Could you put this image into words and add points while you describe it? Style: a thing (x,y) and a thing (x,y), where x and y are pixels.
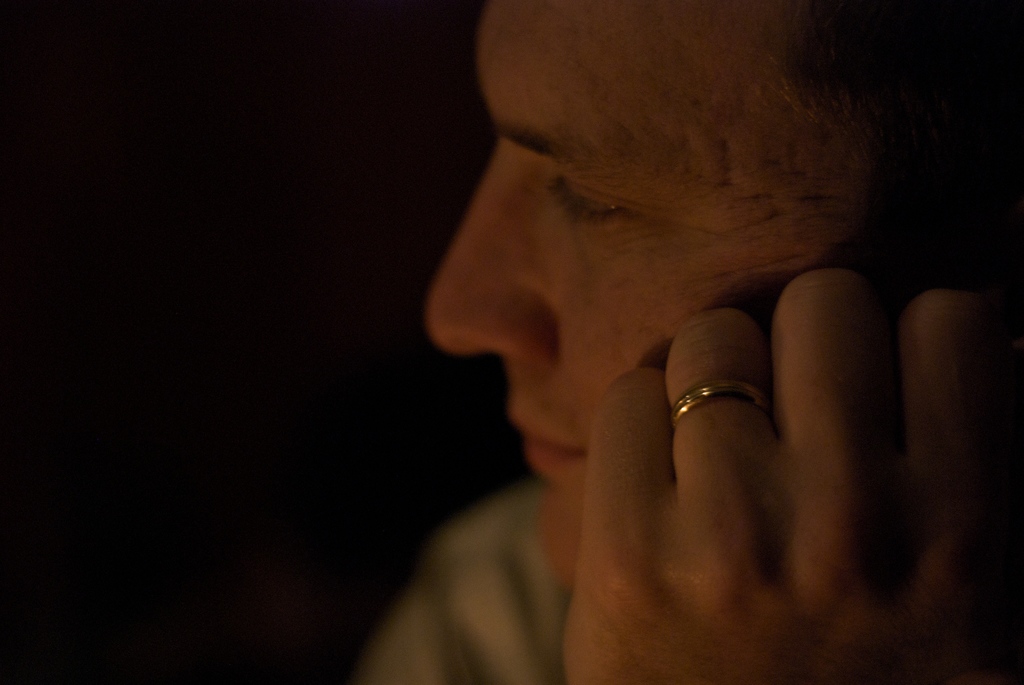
On the right (752,219) there is a person (716,329), there is ring (710,393) to his finger (677,387). On the left (115,254) it is dark.
